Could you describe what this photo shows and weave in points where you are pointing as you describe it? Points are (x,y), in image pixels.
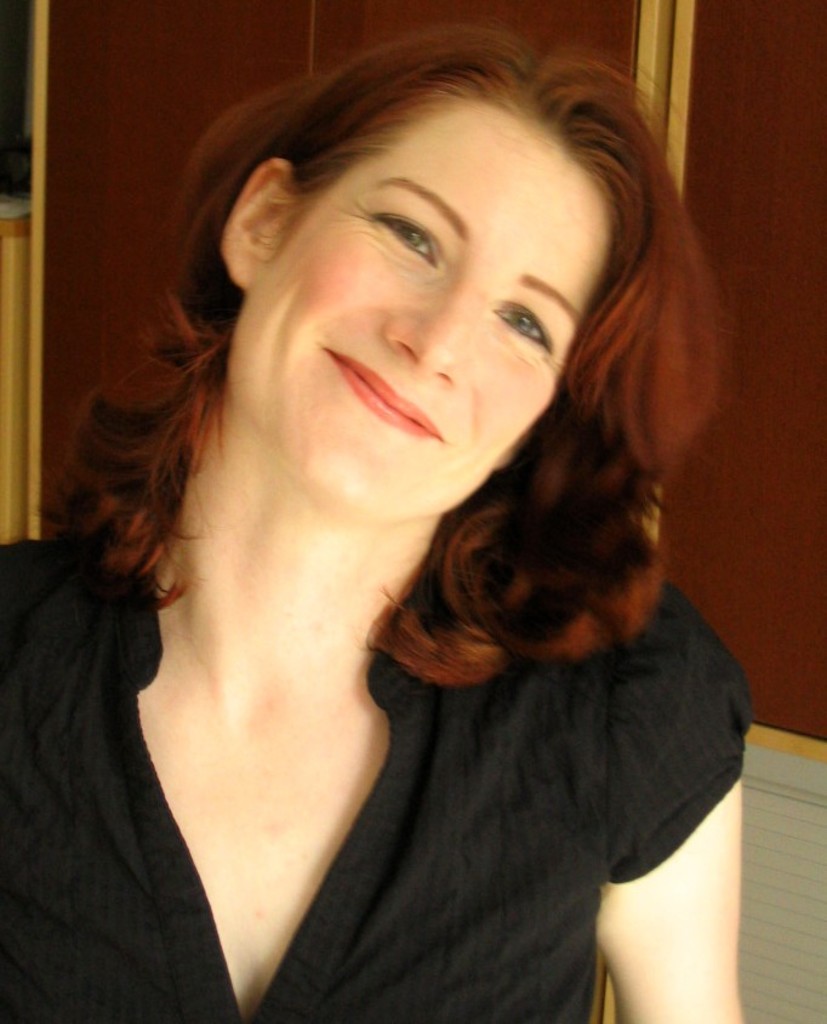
In this image a lady (293,891) wearing black t-shirt (423,702) is smiling. In the background (501,17) there is a wall (515,20).
